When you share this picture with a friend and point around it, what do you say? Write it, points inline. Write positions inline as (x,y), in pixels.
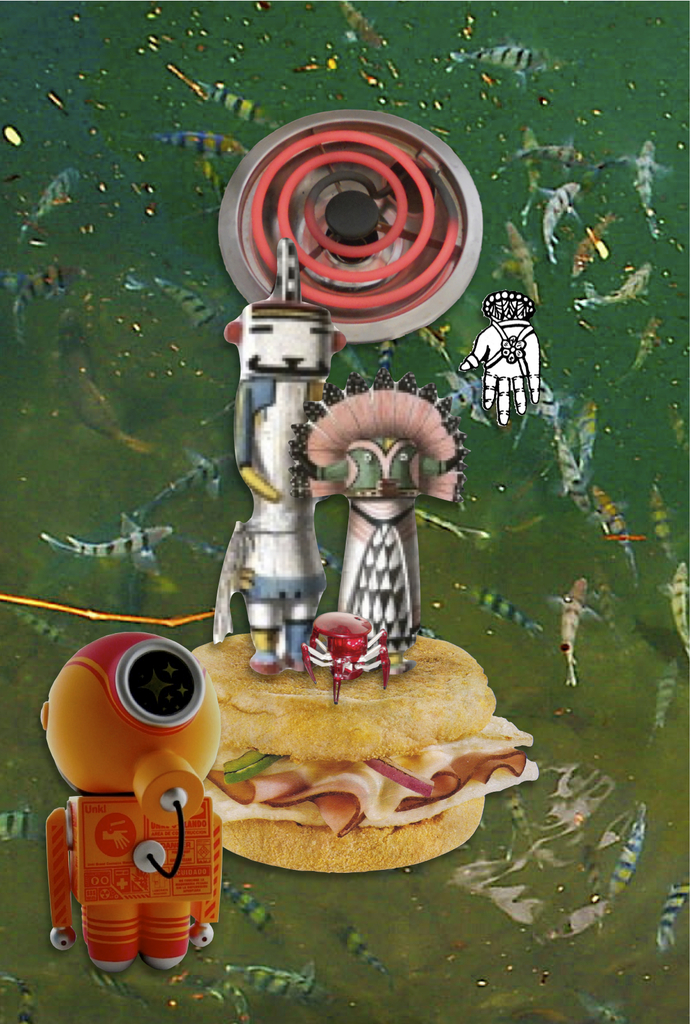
In this image I can see there are few animated images (319,440) of food (297,763), machines (244,236) and there are few fishes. This is a depiction.
